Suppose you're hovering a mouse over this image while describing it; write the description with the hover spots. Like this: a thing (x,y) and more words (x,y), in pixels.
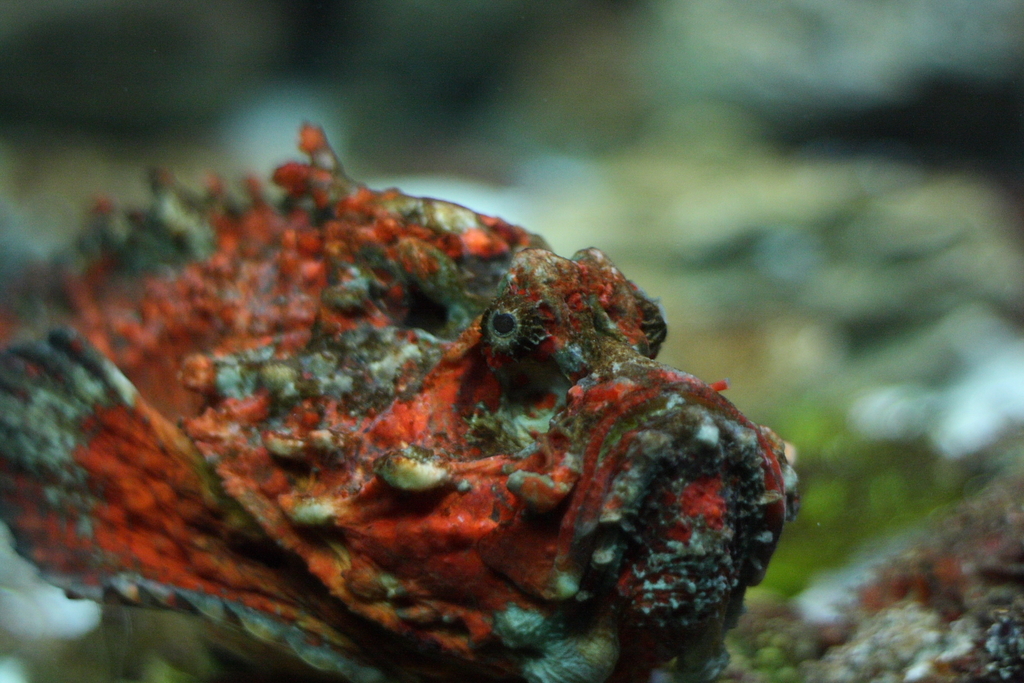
In this image I can see the fish (493,488) in orange and brown color and I can see the blurred background (474,51).
